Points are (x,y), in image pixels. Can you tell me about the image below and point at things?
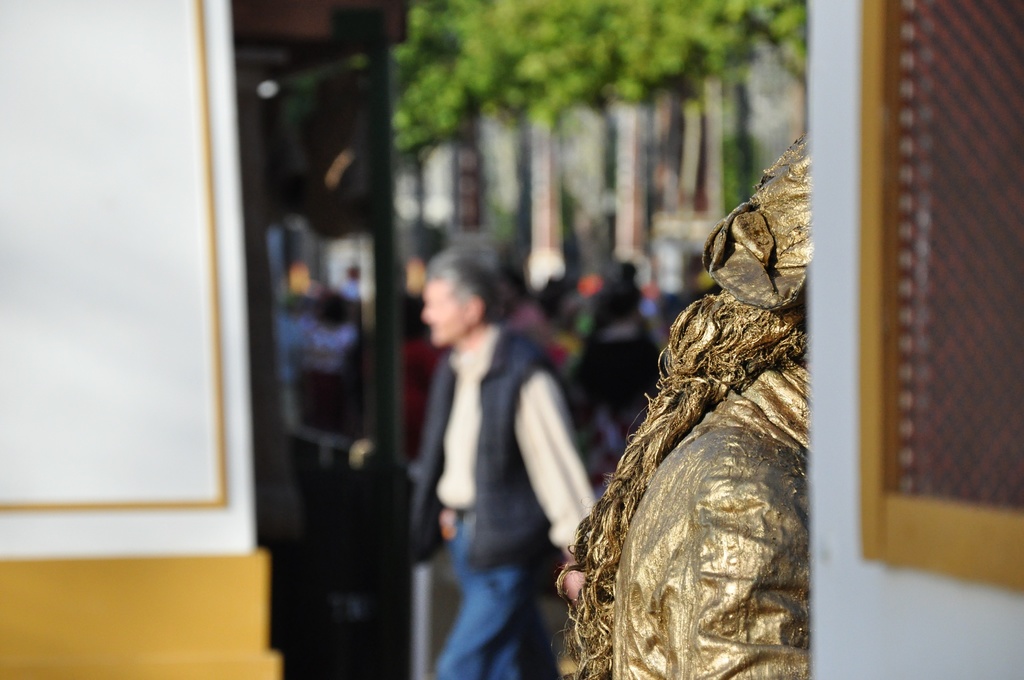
In the center of the image (527,416) a person (491,386) is there. On the right side of the image (803,434) statue (762,389), wall (838,162), window (916,285) are there. In the background of the image (409,304) some persons (409,304), tree (627,88) are there.
